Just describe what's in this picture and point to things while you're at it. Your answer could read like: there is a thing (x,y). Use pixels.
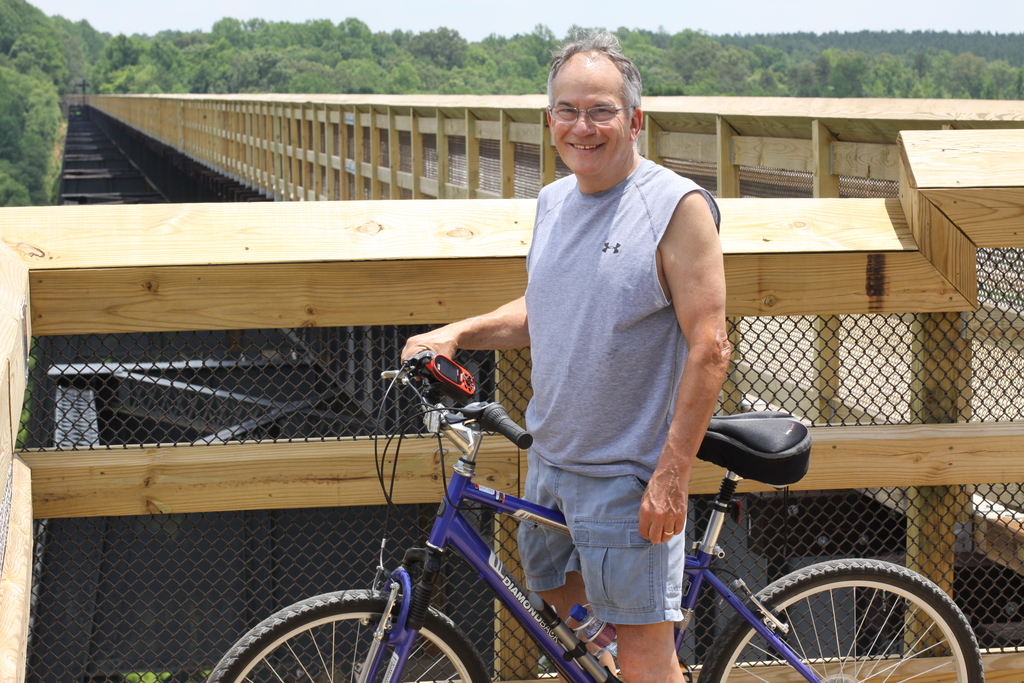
The man (567,338) in grey t-shirt (597,328) is standing on bicycle (515,581). He is wearing spectacles (589,117) and is smiling and he is standing on the bridge (789,161). Behind that, we see many trees (318,38). We even see sky (668,24).
